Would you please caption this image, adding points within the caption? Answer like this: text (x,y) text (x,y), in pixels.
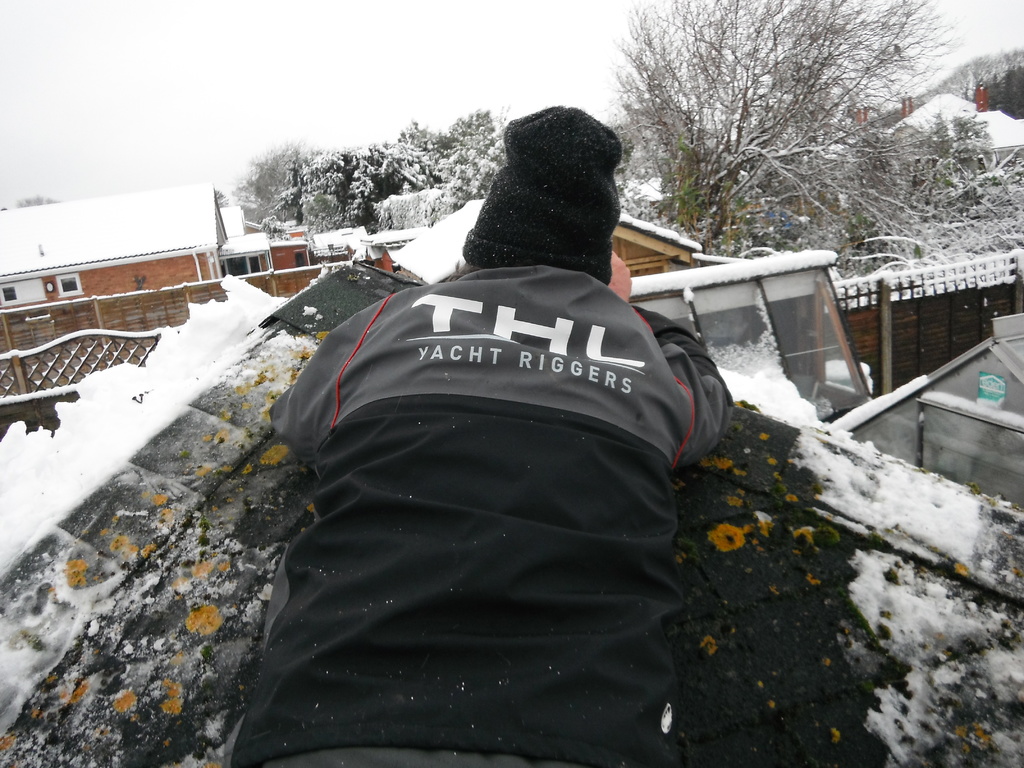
This picture is clicked outside. In the center (657,386) we can see a person (383,433) and we can see a lot of snow (185,359). In the background (397,180) we can see the trees (463,128), houses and many other objects (778,357).
